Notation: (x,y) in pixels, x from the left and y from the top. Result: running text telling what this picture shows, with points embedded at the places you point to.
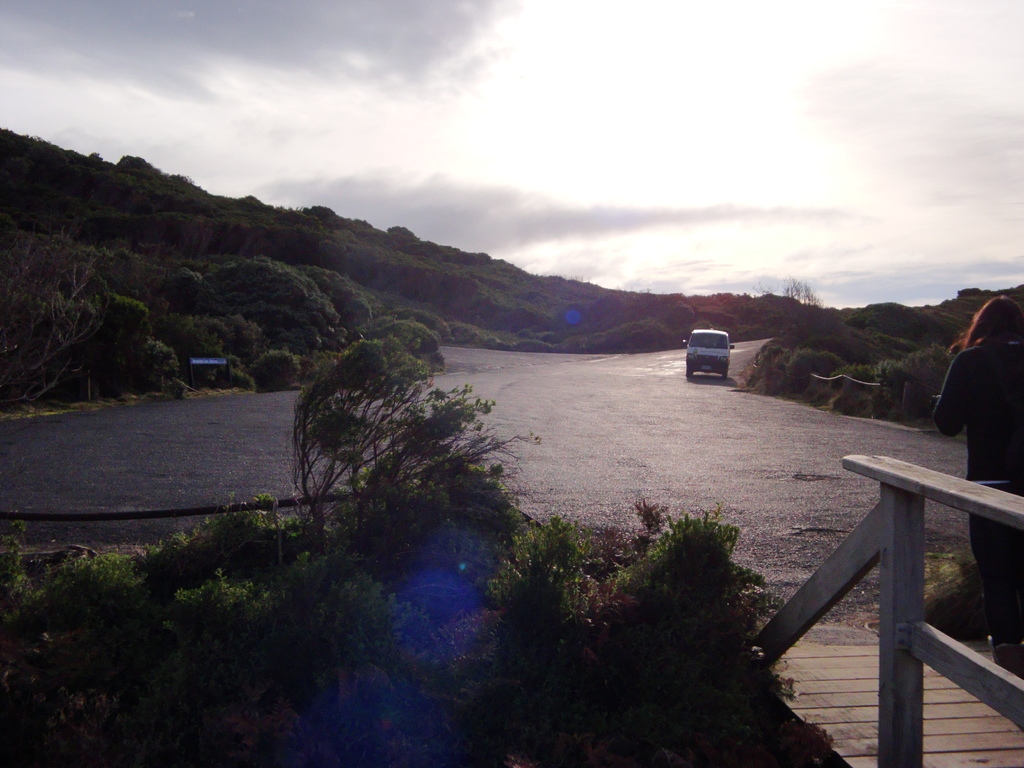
In this image there is the sky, there are trees (736,325), there is road (681,374), there is a vehicle (707,348) on the road (658,412), there is a person (979,354) truncated towards the right of the image (1008,365), there is an object (931,495) truncated towards the right of the image (962,600), there are plants (381,637) towards the bottom of the image (383,665), there is board (197,364) with text (214,363) written on it, there are trees (172,363) truncated towards the left of the image (94,273).
